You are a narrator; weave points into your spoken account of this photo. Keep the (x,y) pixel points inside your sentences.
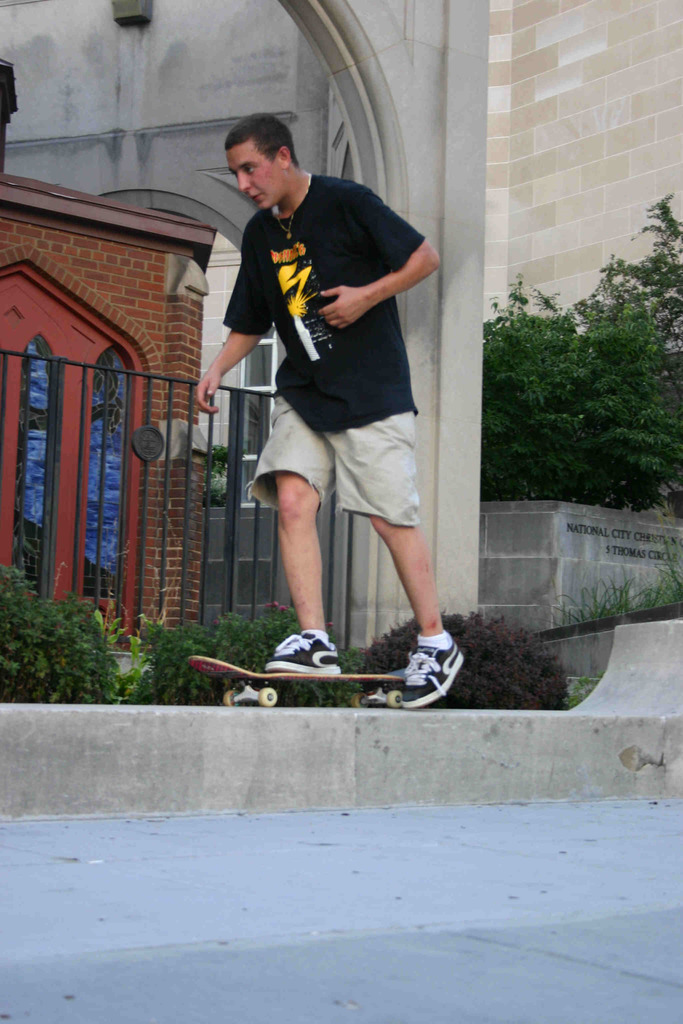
In this image, we can see a man (351,431) is skating a skateboard (245,688) on the wall (495,763). At the bottom (486,923), we can see platform (485,937). Background (142,277) we can see house (66,478), grill (205,506), plants (56,673), trees (646,329), brick wall (134,284), pillar (458,385).
